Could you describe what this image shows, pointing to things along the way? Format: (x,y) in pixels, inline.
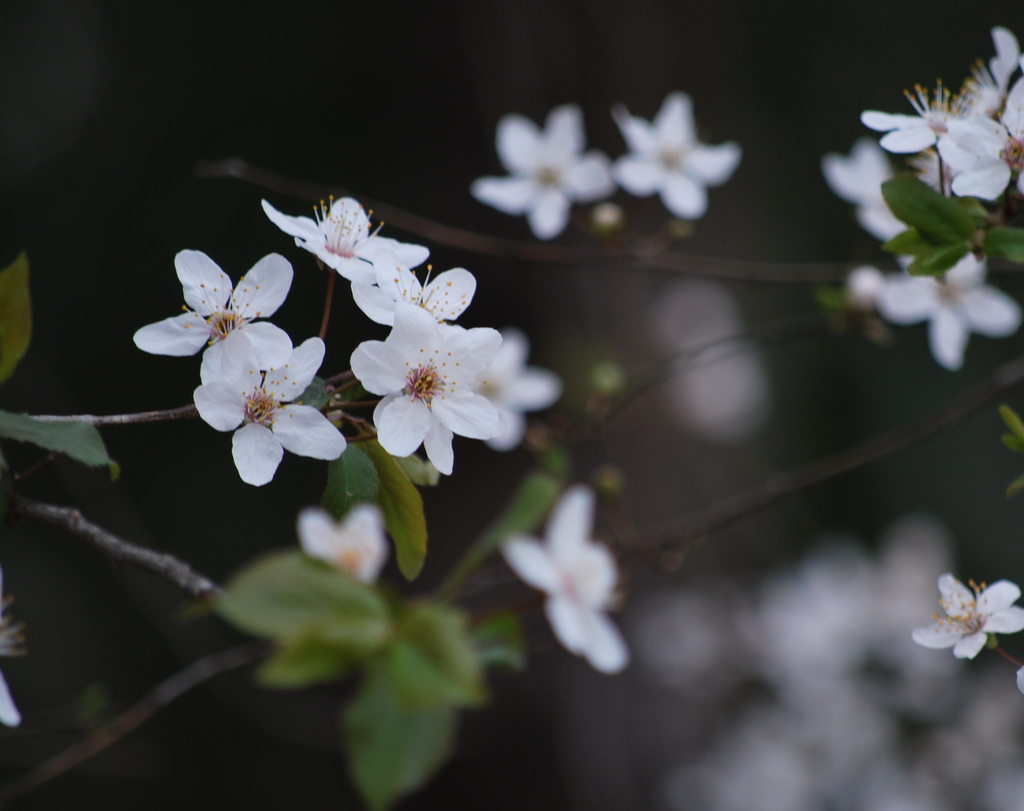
In this image I can see few white colour flowers (441,388) and green colour leaves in the front (319,571). I can also see this image is little bit blurry in the background (506,173).
